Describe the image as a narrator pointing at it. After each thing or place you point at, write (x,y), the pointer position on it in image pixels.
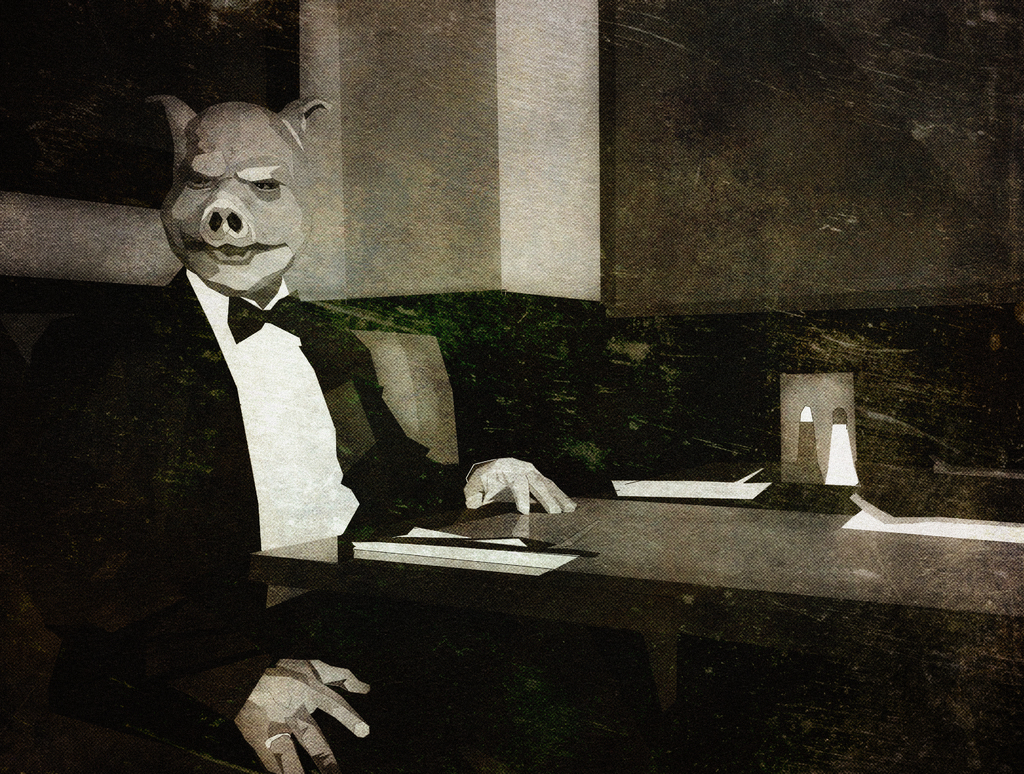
This is an edited image we can see there is a human body (230,438) with a face (248,212) of a pig (278,205) on the left side of this image (190,205). There is a sofa (499,415) and a table (705,554) on the right side of this image (694,563), and there is a wall (336,165) in the background (558,173).
